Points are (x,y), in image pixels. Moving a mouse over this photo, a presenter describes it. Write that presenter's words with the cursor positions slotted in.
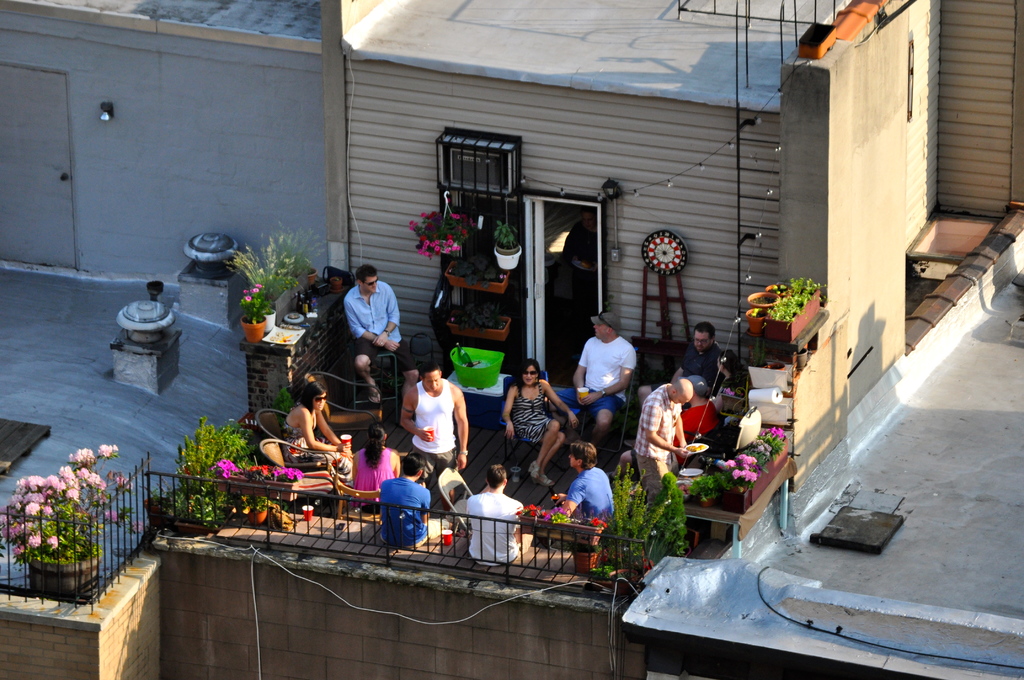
In this picture there are group of persons (519,417) sitting where two among them are standing and there are few plants (423,219) around them and there is a fence (102,540) in the left corner (96,547) and there are some other objects (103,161) in the background (599,54).
